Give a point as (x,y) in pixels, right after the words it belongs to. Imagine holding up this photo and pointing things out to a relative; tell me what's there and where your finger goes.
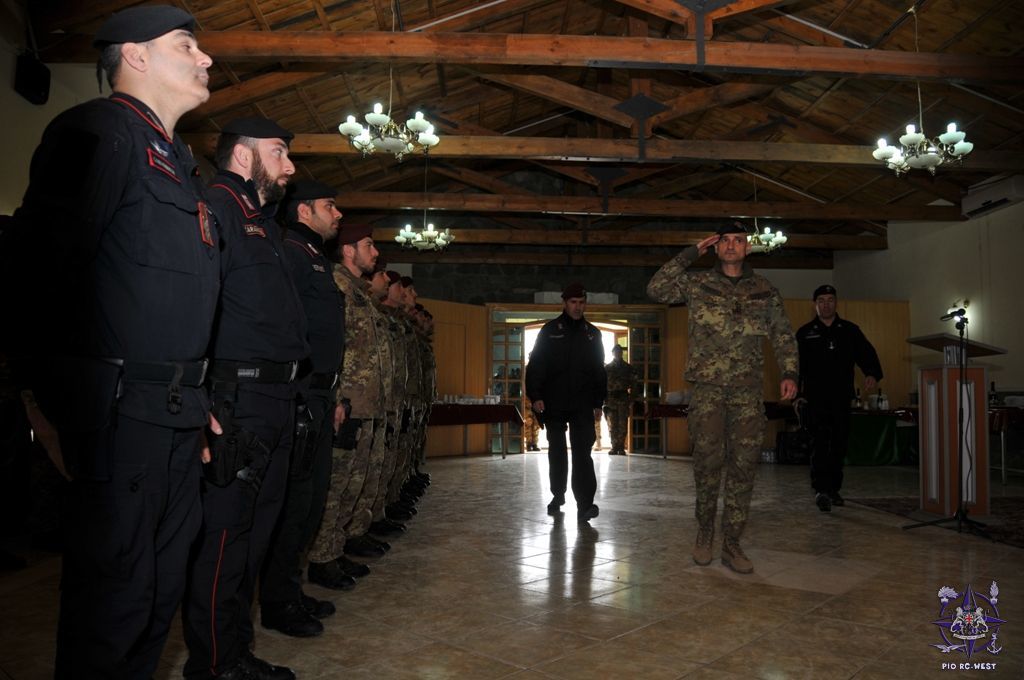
In this image we can see few persons (146,298) standing on the floor (385,566) and they are on the left side (245,283). Here we can see three persons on the right side (723,378). Here we can see a wooden podium (964,346). In the background (620,385), we can see three persons (618,397). Here we can see the tables (495,413). Here we can see the lighting arrangement (403,155) on the roof (445,192).
